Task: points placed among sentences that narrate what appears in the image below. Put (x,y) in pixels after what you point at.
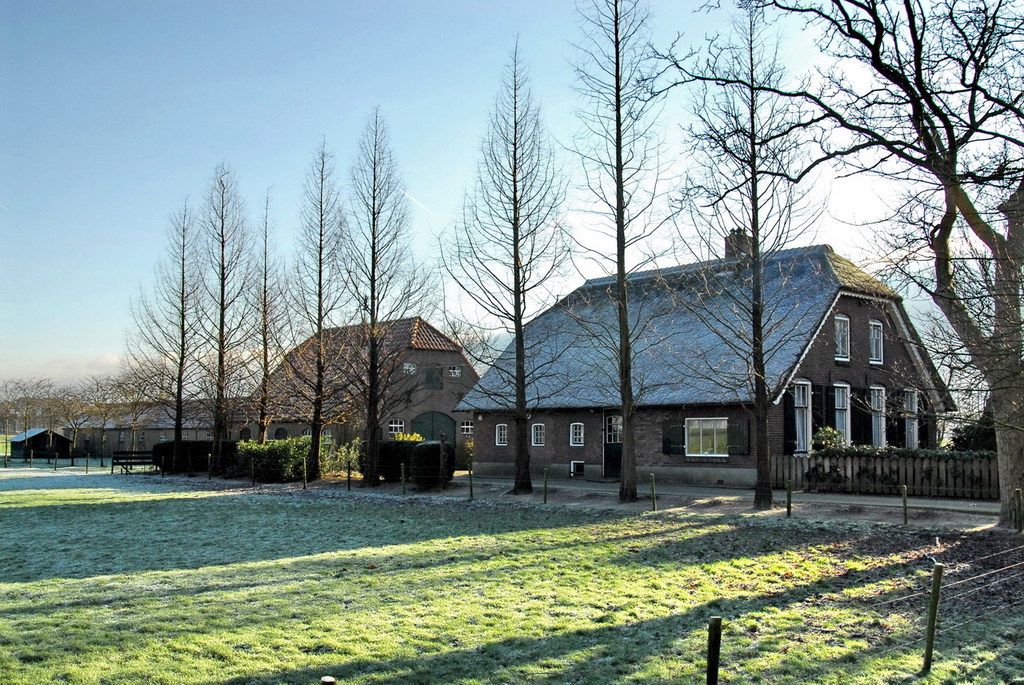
In this picture we can see some houses (550,444), trees (336,403) and grass (526,555), there is a clear sky (553,298).
